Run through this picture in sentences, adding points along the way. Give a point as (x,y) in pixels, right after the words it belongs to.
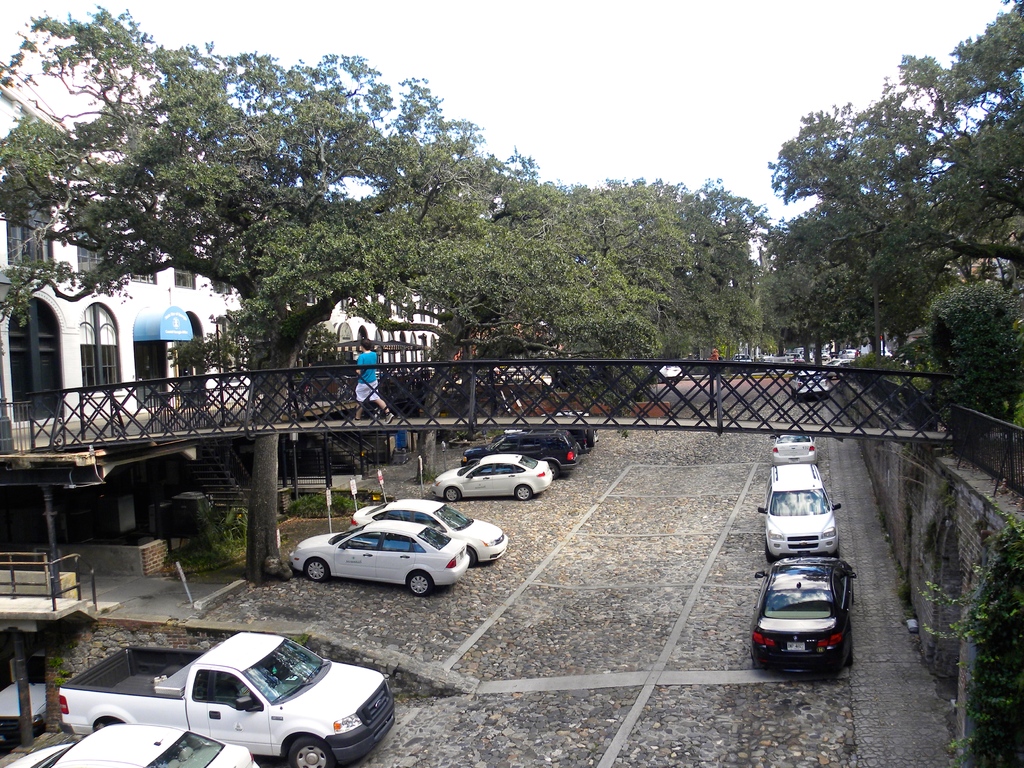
In this image at the bottom (796,541) there are some cars (163,694), at the bottom (151,684) and in the center (484,412) there is a bridge (371,408) and one person (368,359) is walking on a bridge (433,426). On the left side (154,296) there are some buildings (198,310) and trees (565,250), poles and on the right side (927,299) also there are some trees (866,287). At the bottom (539,630) there is a walkway (647,641), and at the top of the image (615,80) there is sky (562,167).
